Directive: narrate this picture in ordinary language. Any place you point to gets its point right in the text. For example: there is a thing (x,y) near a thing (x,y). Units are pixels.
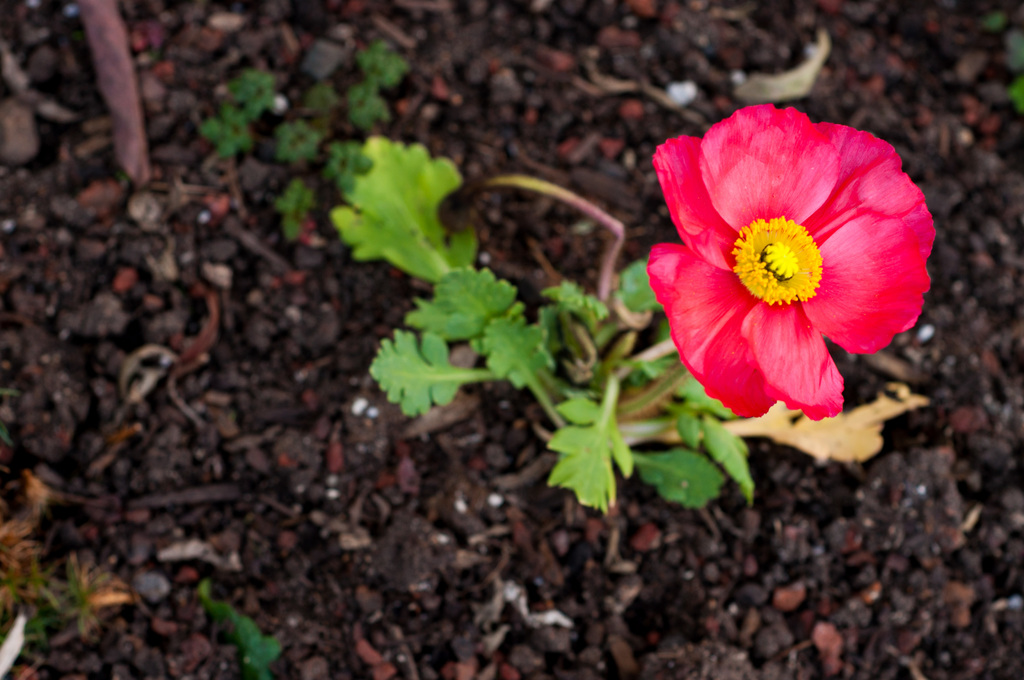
In this image we can see few plants (531,330). There is a flower (792,284) to the plant (483,349).
